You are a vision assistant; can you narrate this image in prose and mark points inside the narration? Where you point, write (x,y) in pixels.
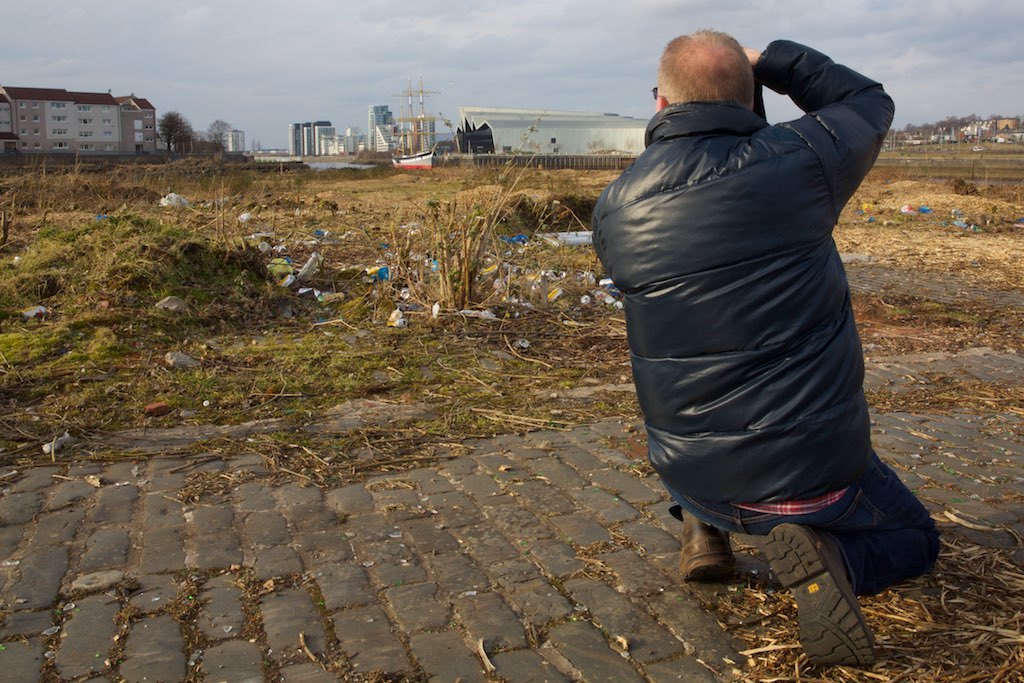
In the image we can see a man (726,299) wearing clothes (753,306), shoes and goggles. Here we can see footpath (467,523), grass (215,323), buildings (340,140) and the sky (276,37).
